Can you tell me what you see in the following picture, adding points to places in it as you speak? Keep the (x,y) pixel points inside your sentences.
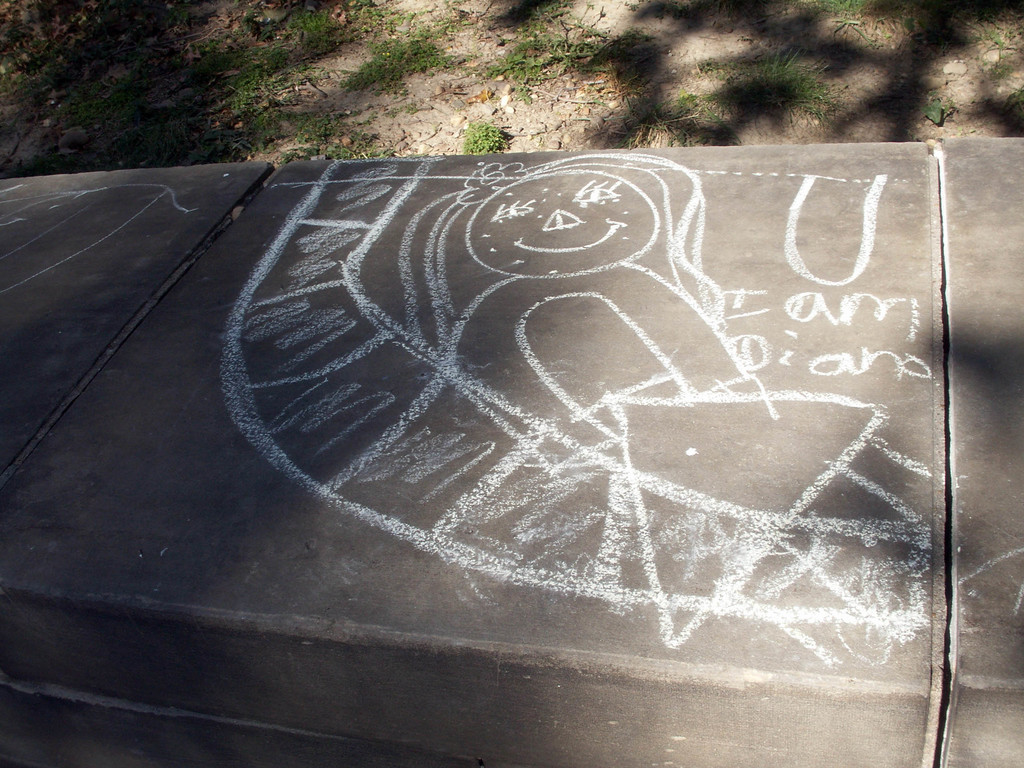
In this image we can see a sketch (565,292) on the floor (639,677). At the top of the image (439,45), we can see some grass (394,78) on the land (464,74).
